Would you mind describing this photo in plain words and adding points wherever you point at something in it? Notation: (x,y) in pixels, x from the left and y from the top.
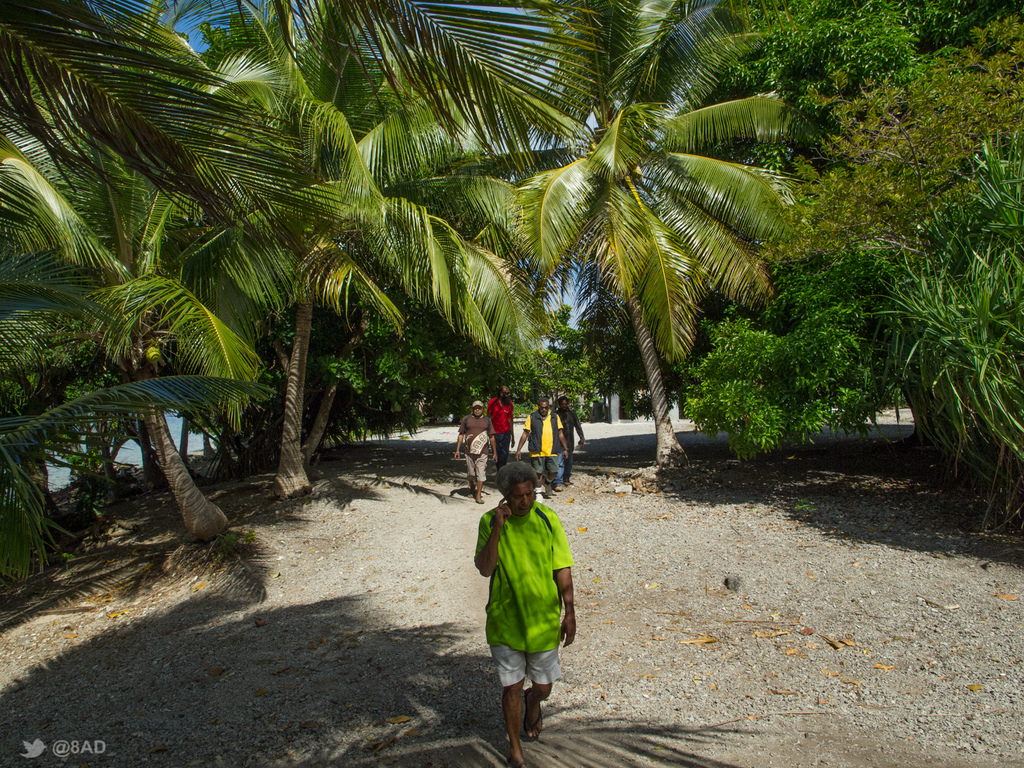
In this picture we can see some people (547,544) walking on the ground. Behind there are some huge coconut trees (476,243).
